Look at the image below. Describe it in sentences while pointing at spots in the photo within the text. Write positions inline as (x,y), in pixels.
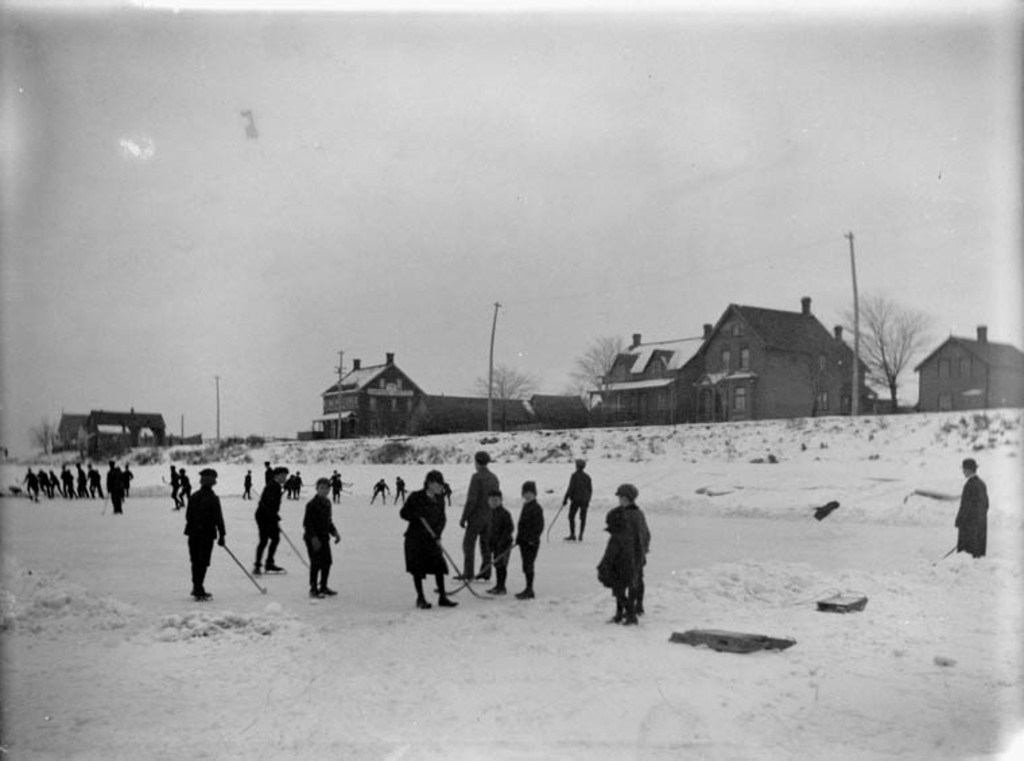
It is a black and white picture. In the center of the image (587,479) we can see a few people (584,524) are standing, few people (611,529) are skating and a few people (198,540) are holding some objects (490,566). And we can see they are in different costumes (470,506). In the background (467,188) we can see the sky (503,191), buildings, trees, windows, poles (856,342), snow (823,424) and a few other objects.
